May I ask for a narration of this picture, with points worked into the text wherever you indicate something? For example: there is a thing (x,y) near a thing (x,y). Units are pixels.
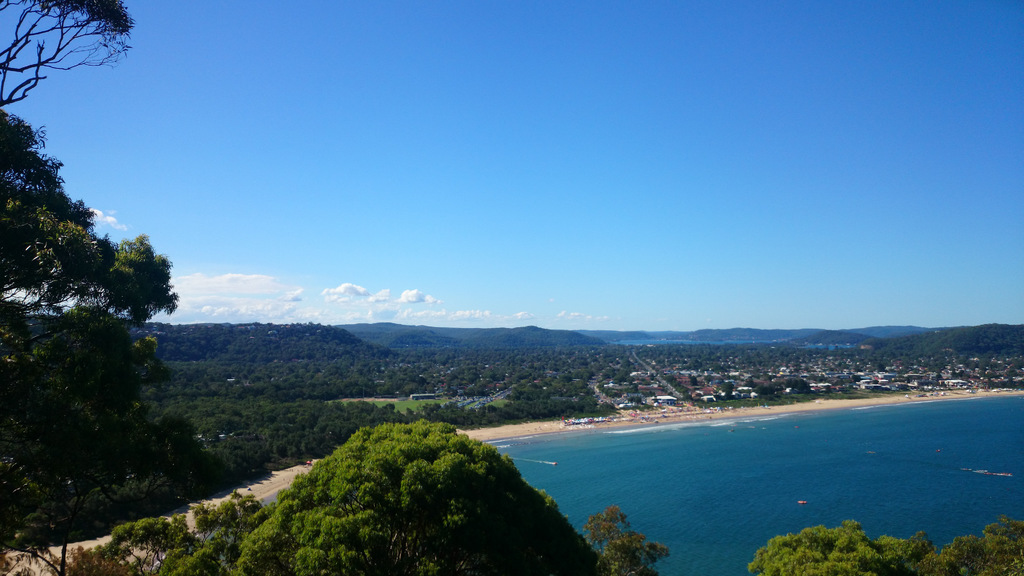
At the bottom of the image (403,526), we can see trees (304,514). In the background (841,439), we can see the water (666,457), houses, trees (393,416), hills (275,346) and the sky (342,259).
